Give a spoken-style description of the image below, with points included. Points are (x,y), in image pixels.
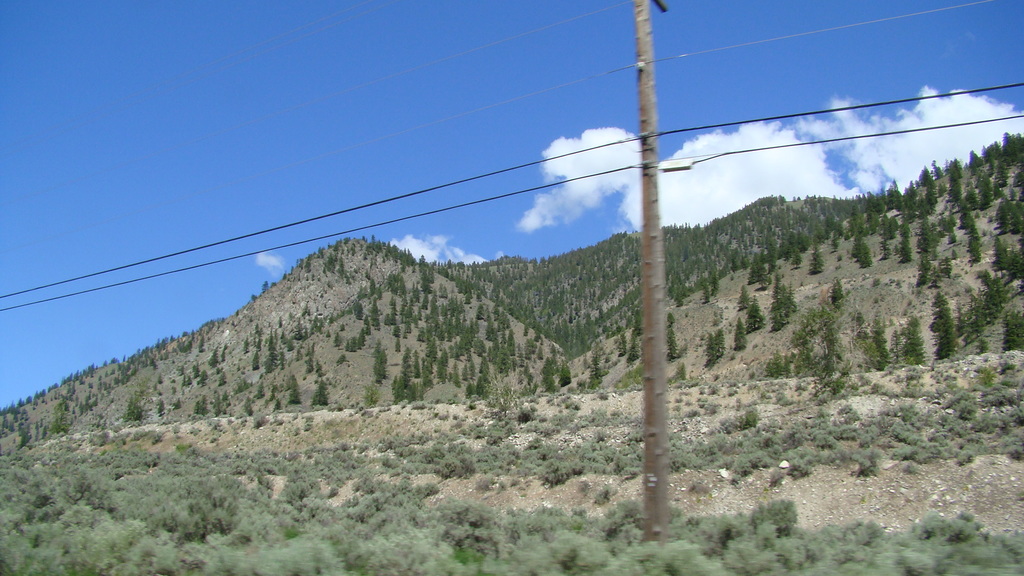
In the foreground of the picture (432,494) there are shrubs (631,457), soil (590,485), current pole (652,57) and cables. In the background (561,307) there are trees (460,304) on the hill (971,226). Sky (23,54) is sunny.
